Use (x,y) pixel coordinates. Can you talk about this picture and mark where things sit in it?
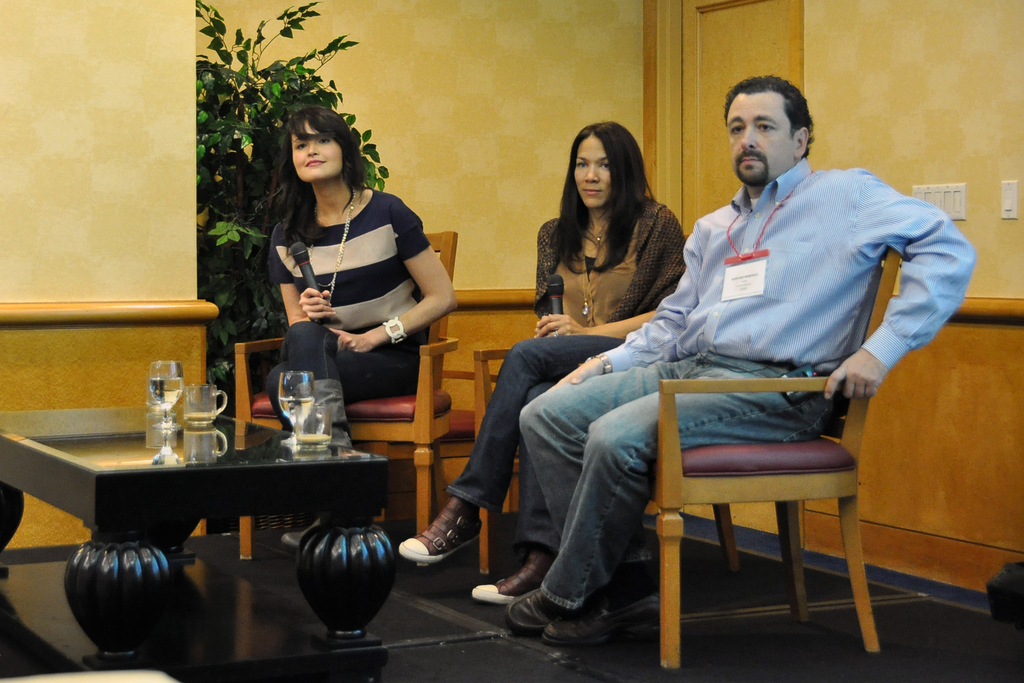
the picture there are two women (621,284) and one man (713,353) sitting on a chair (420,514) with table (7,530) in front of them a woman (295,350) is Catching a microphone (308,268) there is a house plant (231,274) near to the woman (318,369) on the table (141,500) there are cups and glasses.
